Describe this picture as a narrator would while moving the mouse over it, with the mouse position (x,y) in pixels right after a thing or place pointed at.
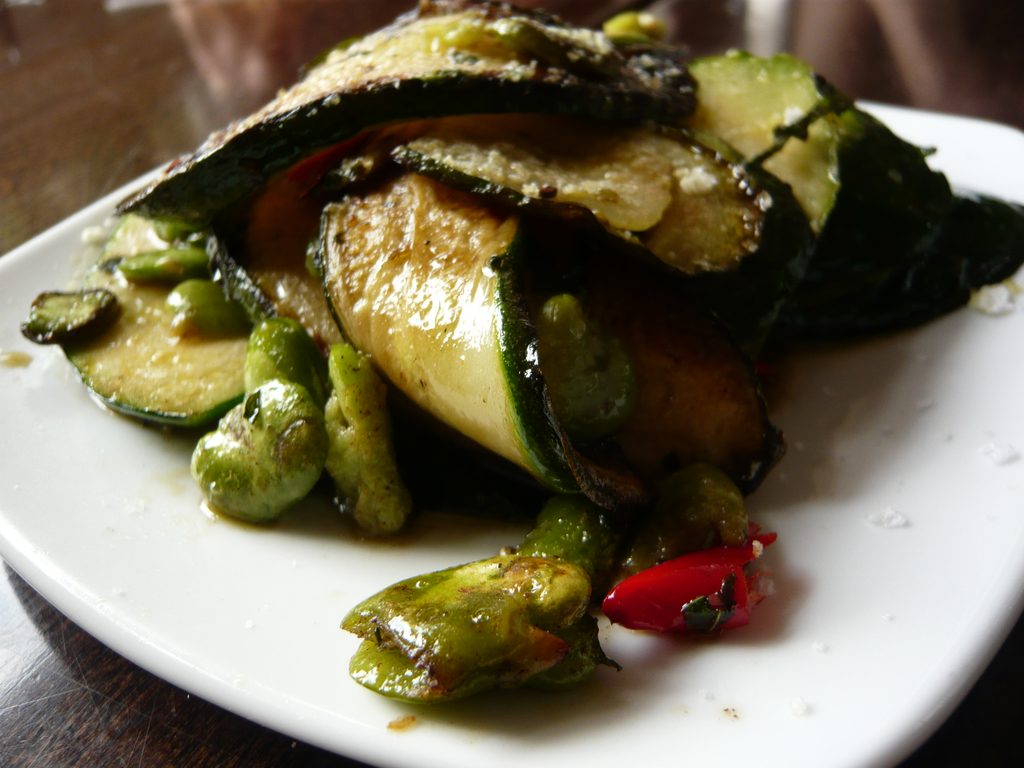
In this image, we can see a white color plate (915,629), there is some food (447,104) kept on the plate (225,672), the plate (216,681) is kept on the table (47,170).
